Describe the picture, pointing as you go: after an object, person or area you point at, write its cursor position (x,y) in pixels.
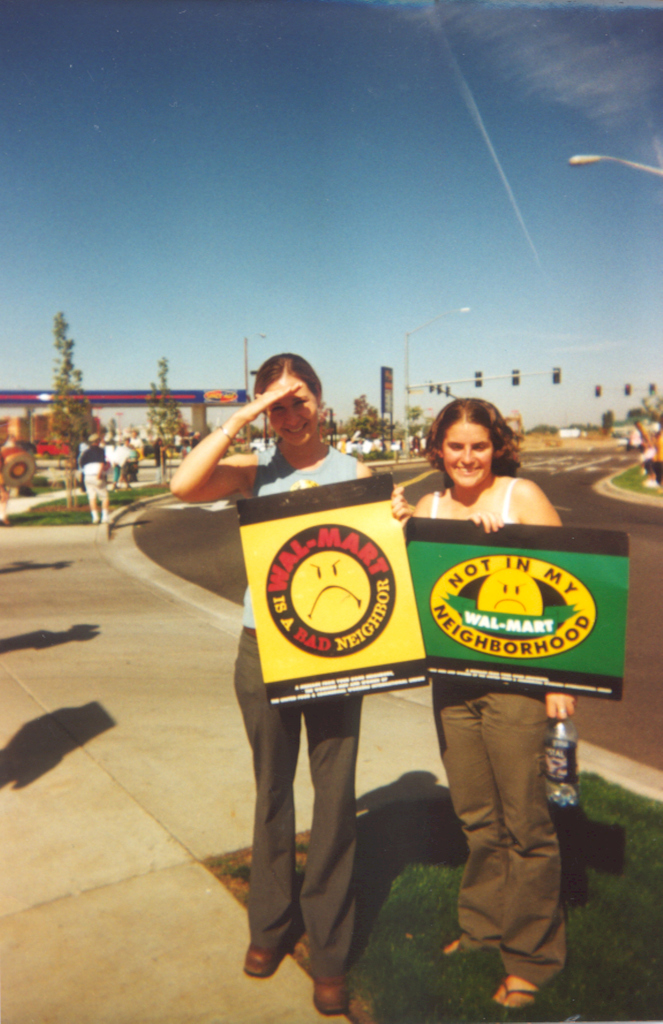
In this image I can see two women (425,507) holding a board (400,611) with some text (369,621) written on it. On the right side (579,489), I can see the road (574,457). In the background (458,270), I can see the sky (376,183).
